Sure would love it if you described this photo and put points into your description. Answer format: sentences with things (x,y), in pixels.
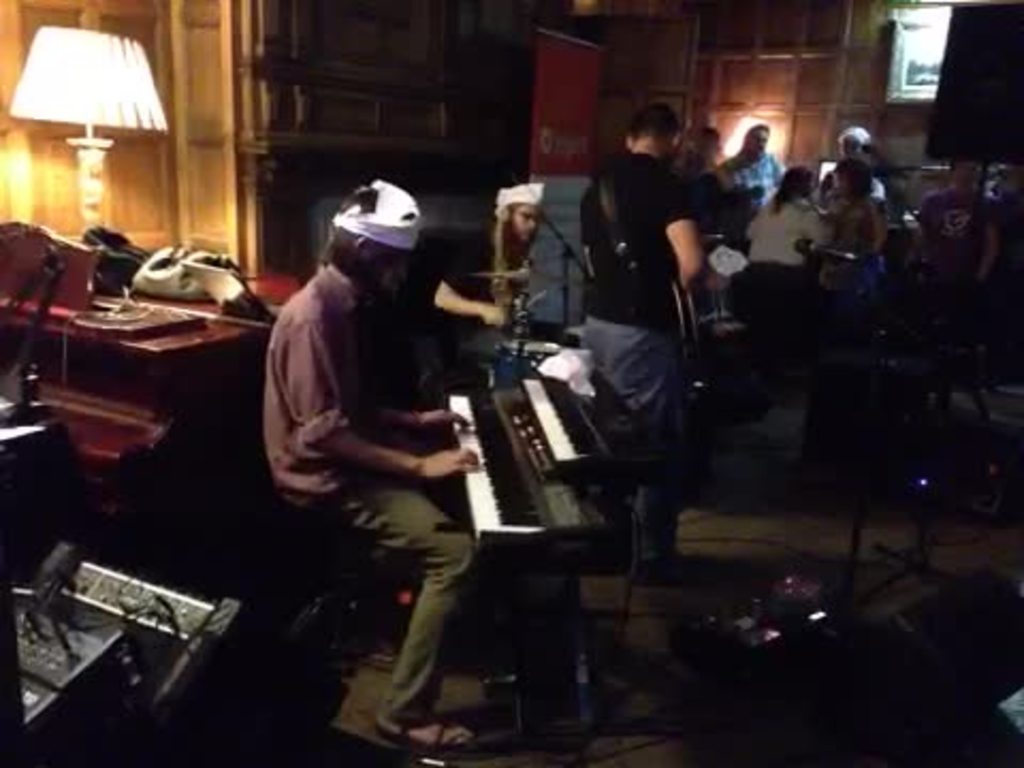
This is the picture of people (618,300) those who are singing together, the person (624,282) who is standing at the center of the image (611,279) is holding the guitar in his hand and the person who is sitting at the left side of the image (338,521) is playing the piano (466,474) and there are other people (876,208) those who are standing at the right side of the image (709,158) and there is a desk (65,335) and a lamp (100,197) at the left side of the image (50,331).
